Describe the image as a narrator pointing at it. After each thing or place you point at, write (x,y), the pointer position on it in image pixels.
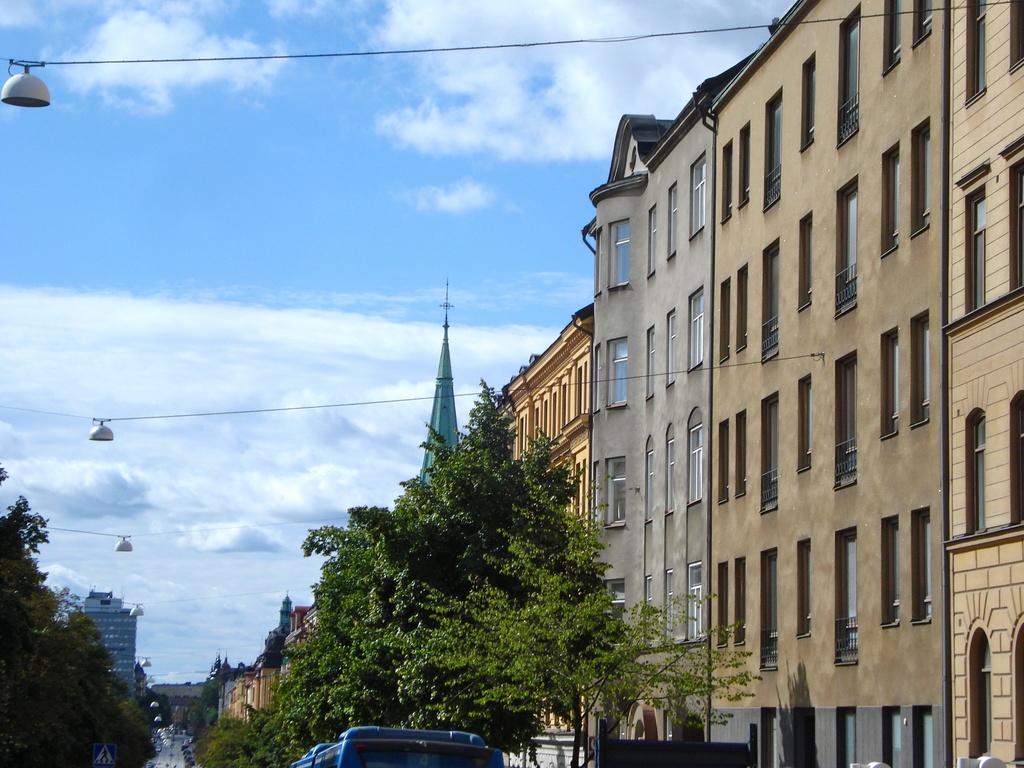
In this picture we can see trees (113,721) and buildings (256,688). Behind the buildings (238,666), there is the sky (111,525). At the bottom of the image (317,759) there are vehicles (349,755) on the road (160,760) and there is a signboard (110,756). On the left side of the image (11,75), those are looking like lights (123,546) hanging to the cables (80,62).
